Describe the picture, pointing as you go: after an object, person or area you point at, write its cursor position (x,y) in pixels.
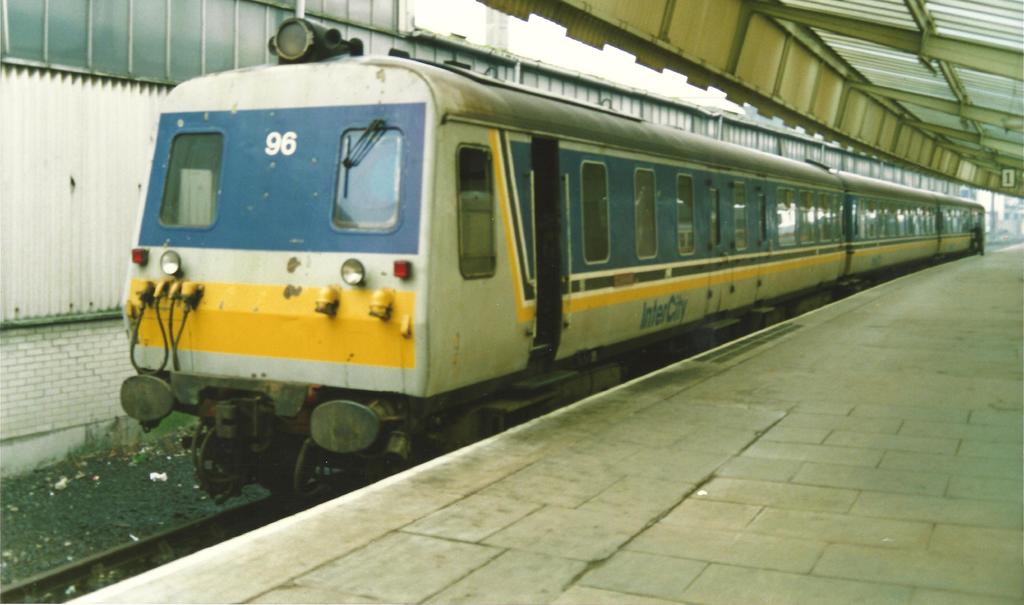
In this picture we can see train (708,263) on a railway track (92,553) and aside to this train (864,219) we have a platform (895,462) and on left side of the train (429,148) we have a wall (97,198) with sheets (170,26) and above this we have a sun shade (907,91).
